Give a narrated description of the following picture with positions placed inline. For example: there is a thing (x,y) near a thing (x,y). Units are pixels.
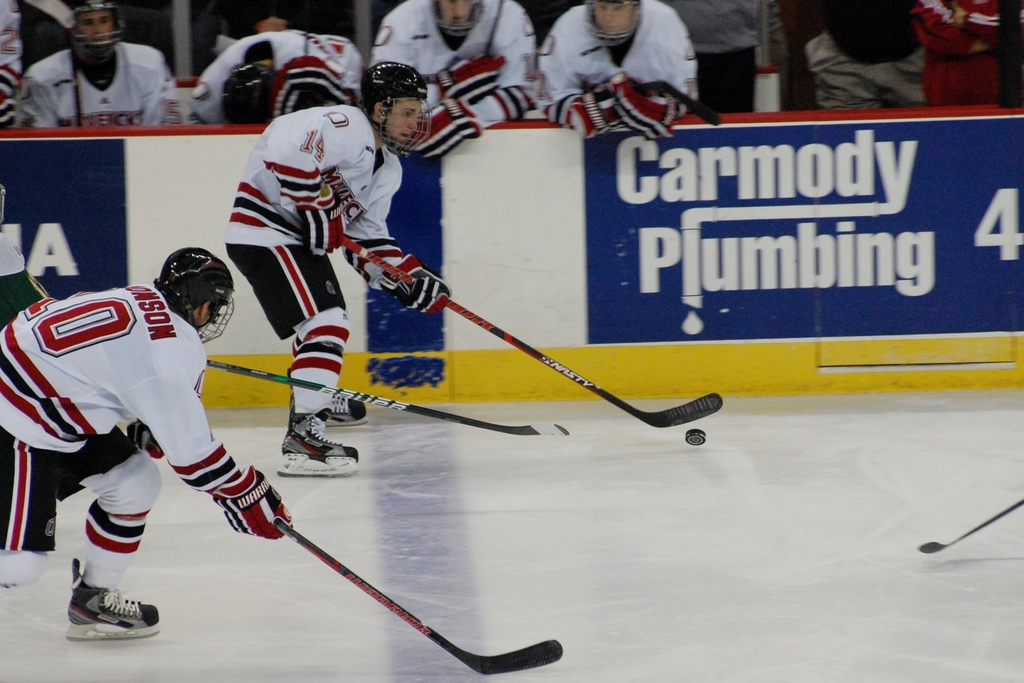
In this image we can see two persons (54,339) are playing on the floor (681,587) and they are holding sticks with their hands (276,493). In the background (477,395) we can see a hoarding (618,265) and people (595,129).
